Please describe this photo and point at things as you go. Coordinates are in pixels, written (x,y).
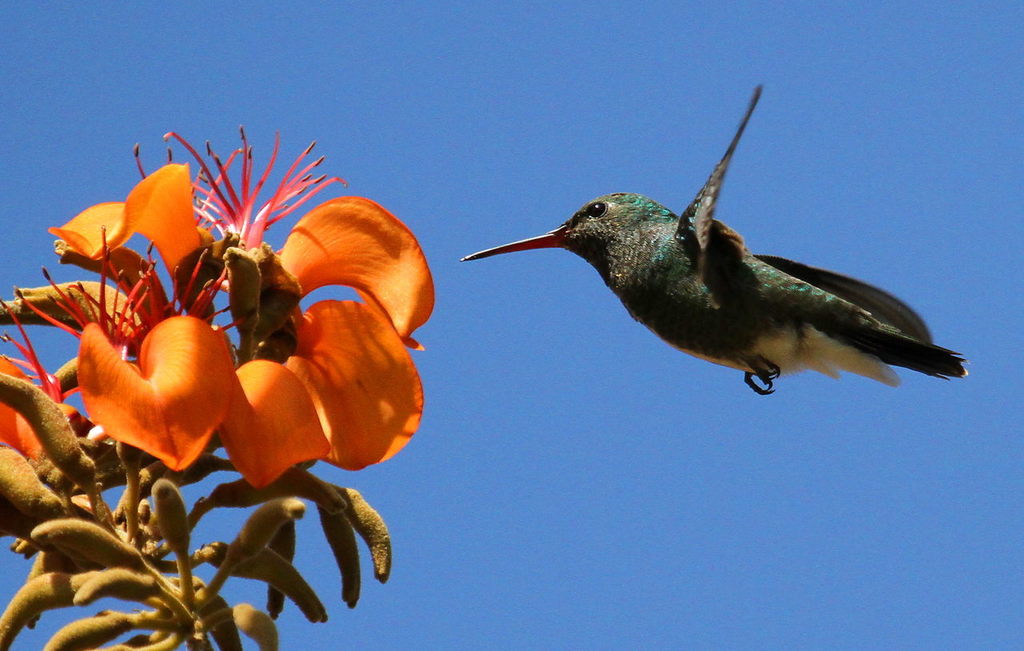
This picture is clicked outside. On the right (713,315) we can see a bird (826,285) flying in the air (554,254). On the left (46,322) we can see the flowers (143,369) and some other items (110,444). In the background (321,103) we can see the sky (384,97).
